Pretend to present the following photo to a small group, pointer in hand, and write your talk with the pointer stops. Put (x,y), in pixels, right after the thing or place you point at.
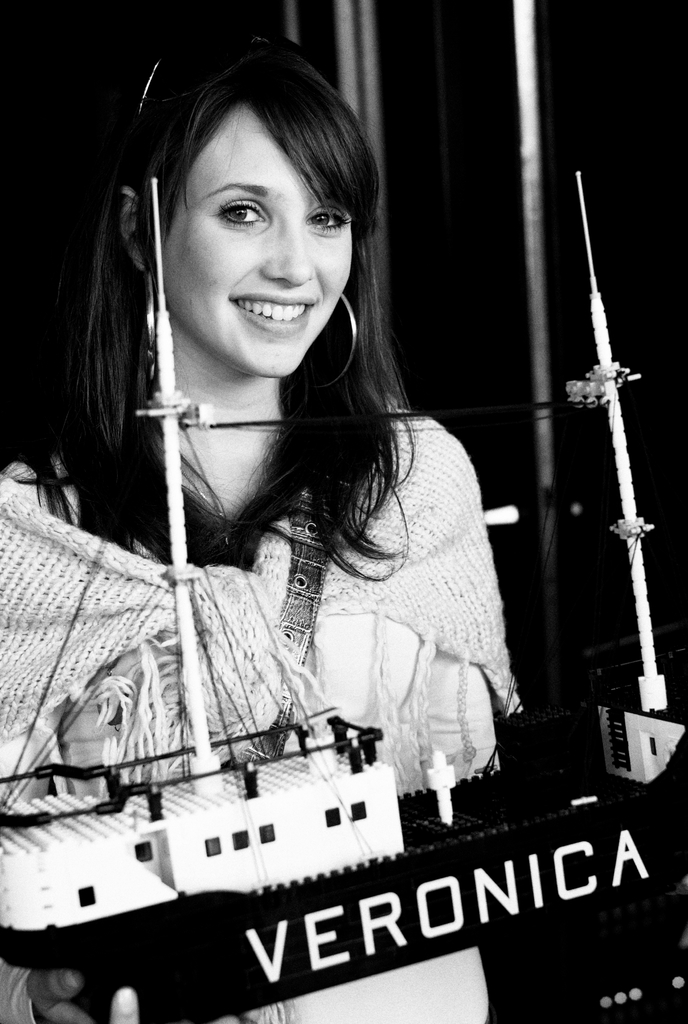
In this black and white picture there is a woman (168,622) standing. She is smiling. She is holding an object (297,966) in her hand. There is text (456,888) on that object (402,906). It seems to be a model of a ship (233,840). Behind her there are metal rods (372,39). the background (18,53) is dark.
